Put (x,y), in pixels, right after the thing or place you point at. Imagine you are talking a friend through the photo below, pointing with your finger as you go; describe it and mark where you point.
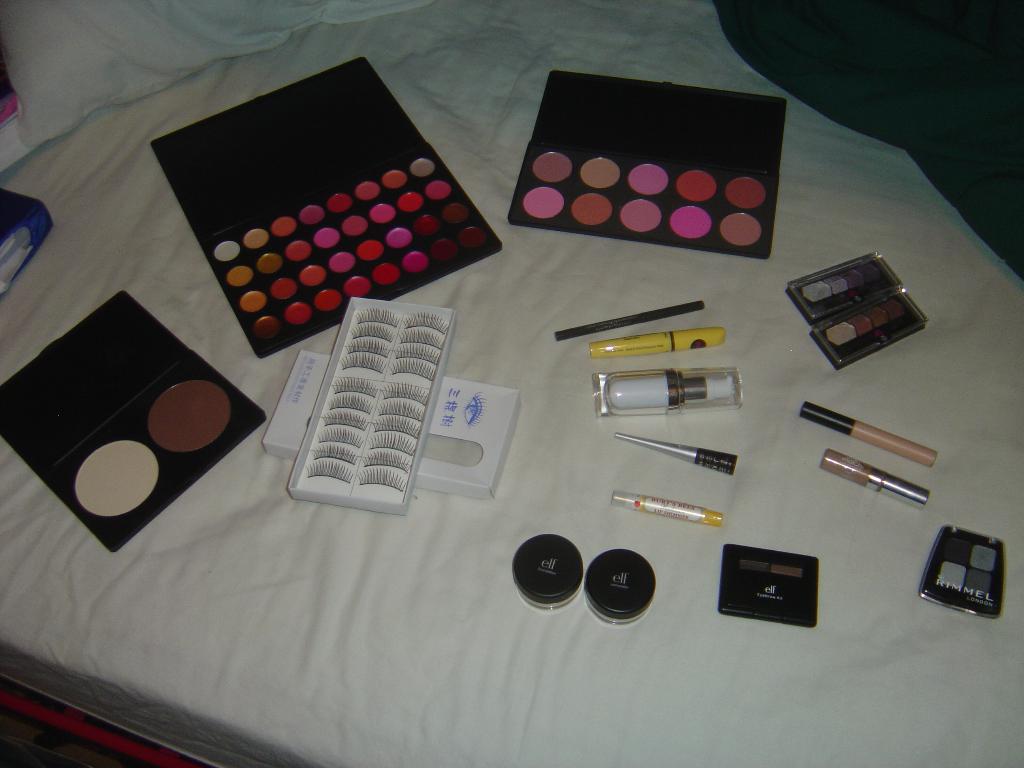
In this image, we can see makeup kit (379,290), eyelashes box (413,479), bottles (684,519) are placed on the white bed (406,665). Top of the image (112,47), we can see a pillow (106,49). Here there is a cloth (951,125).
